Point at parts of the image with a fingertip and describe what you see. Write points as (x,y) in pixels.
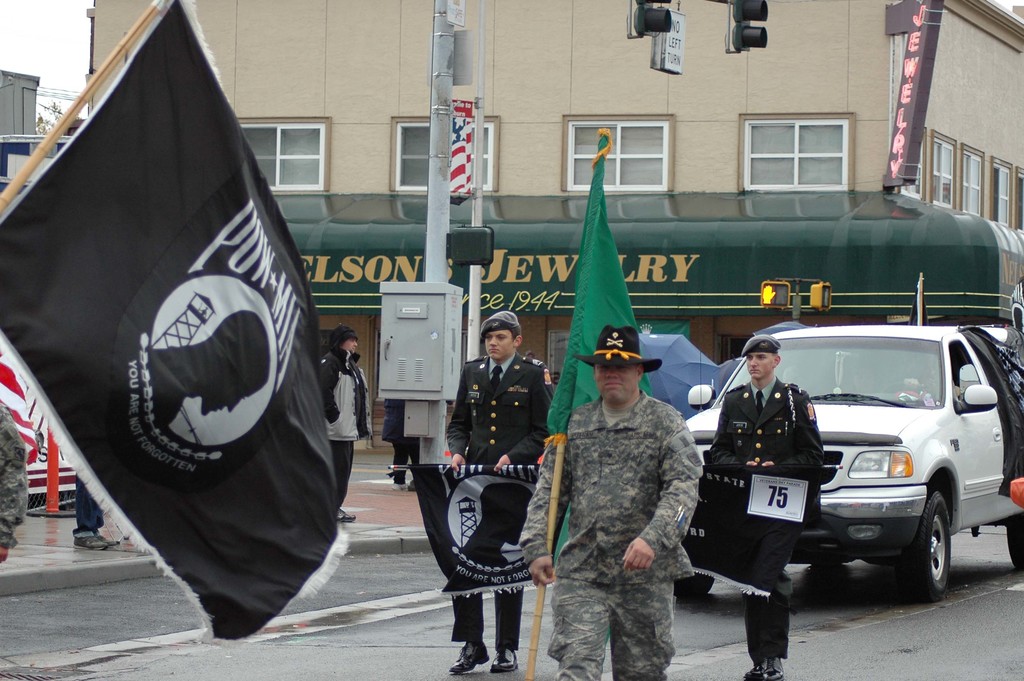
In this image we can see a group of people (630,482) standing on the ground (611,652), some persons (624,502) are wearing uniforms (528,442) and caps (623,361), two persons (602,516) are holding flags (565,516) in their hands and two persons (776,457) are holding banners (518,502) with text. To the right side of the image (936,488) we can see a vehicle (922,512) parked on the ground (895,658), buildings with windows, sign boards (670,47) with some text (670,41), metal boxes (426,349) on poles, a cone (50,496), tree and the sky (47,66).
